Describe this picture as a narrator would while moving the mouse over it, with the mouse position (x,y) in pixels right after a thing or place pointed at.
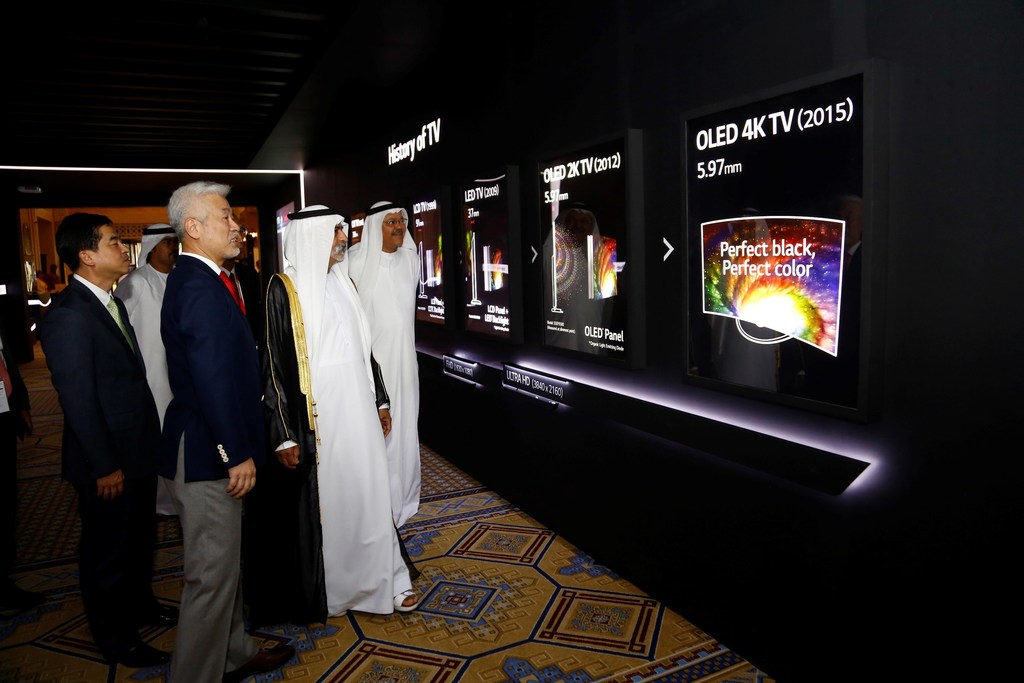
This image consists of few persons (345,267). On the right (955,413), it looks like a wall (600,50) on which we can see the screen (422,314) along with the text (695,147). At the bottom (388,667), there is a floor mat (490,623) on the floor (519,623). At the top (126,83), there is a roof (246,39). In the front (215,602), the man (204,518) standing is wearing a blue suit (211,382). On the right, the two men (416,266), both are wearing white dress (381,272).
